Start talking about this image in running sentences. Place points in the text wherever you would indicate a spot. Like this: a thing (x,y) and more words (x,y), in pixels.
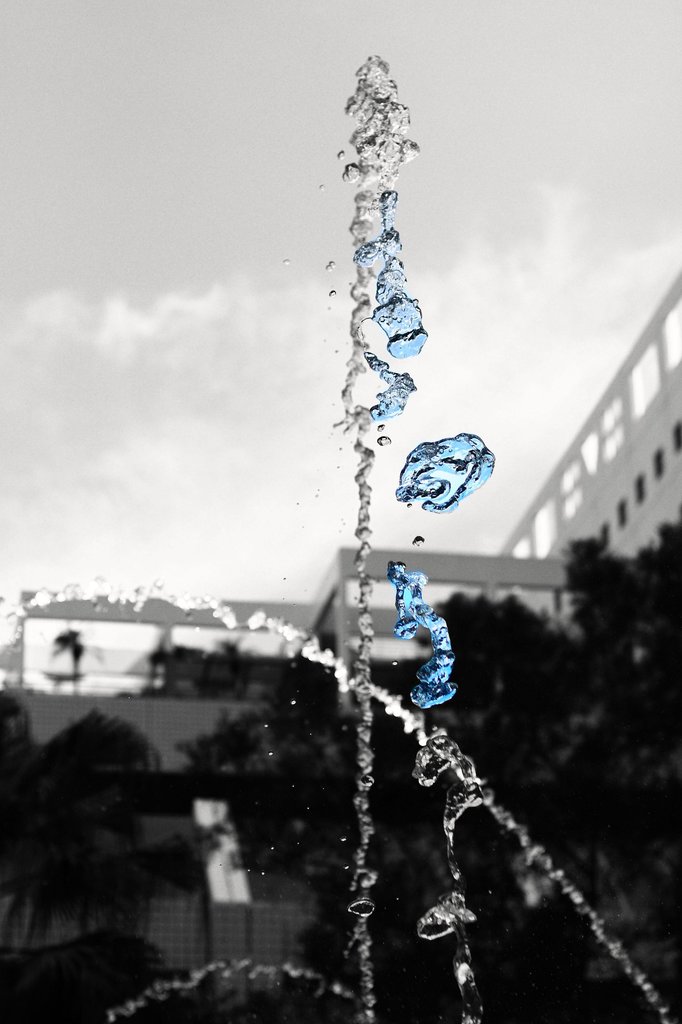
In this picture we can see water (474,775), trees (324,791), buildings (568,513) and some objects (222,834) and in the background (196,146) we can see the sky (302,381).
